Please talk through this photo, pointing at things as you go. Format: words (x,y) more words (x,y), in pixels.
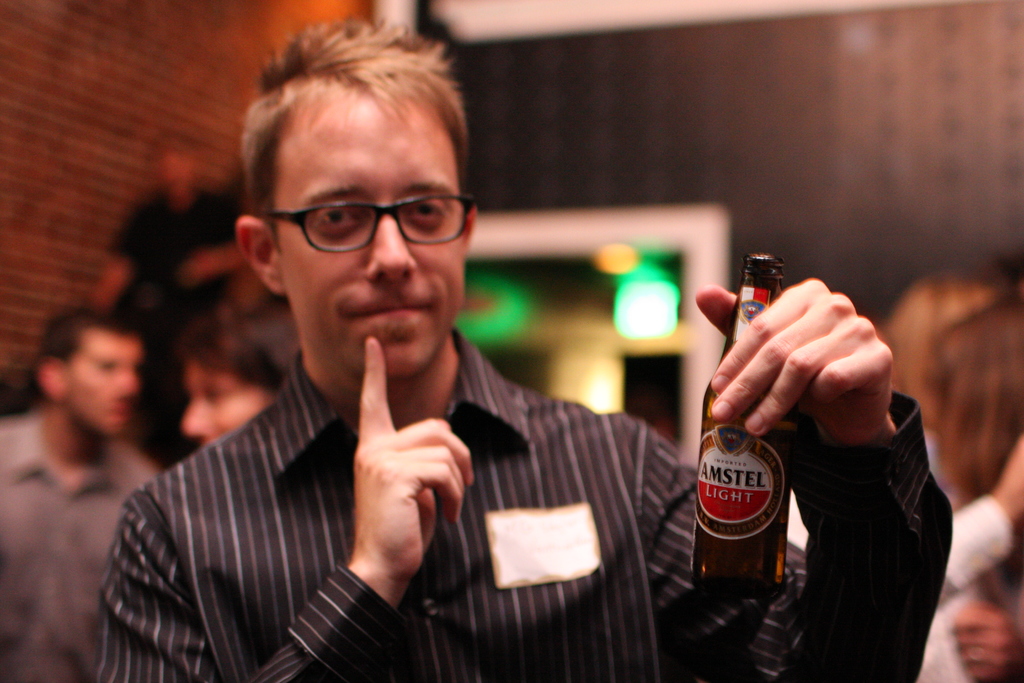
In the image we can see there is a man (426,310) who is standing and he is holding a beer bottle (729,550) in his hand (787,307). At the back (90,493) there are people (240,396) standing and the image is blur.
